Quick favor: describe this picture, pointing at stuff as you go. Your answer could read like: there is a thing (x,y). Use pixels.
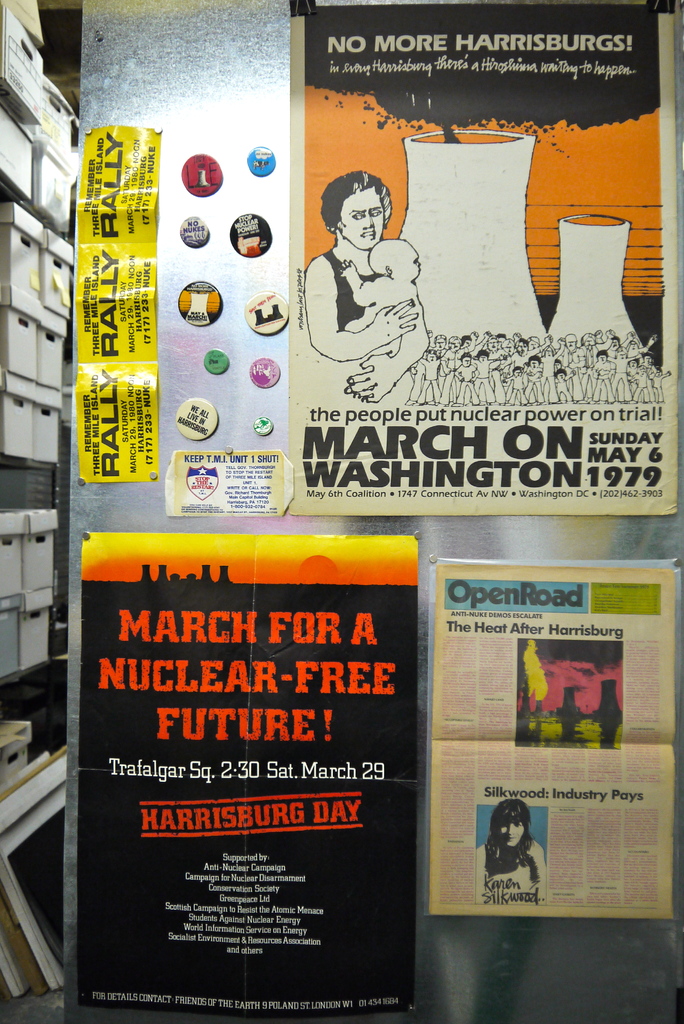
This picture shows few posters (364,607) on the wall (147,13) and we see few boxes (28,228) on the side in the rack (1,188).
